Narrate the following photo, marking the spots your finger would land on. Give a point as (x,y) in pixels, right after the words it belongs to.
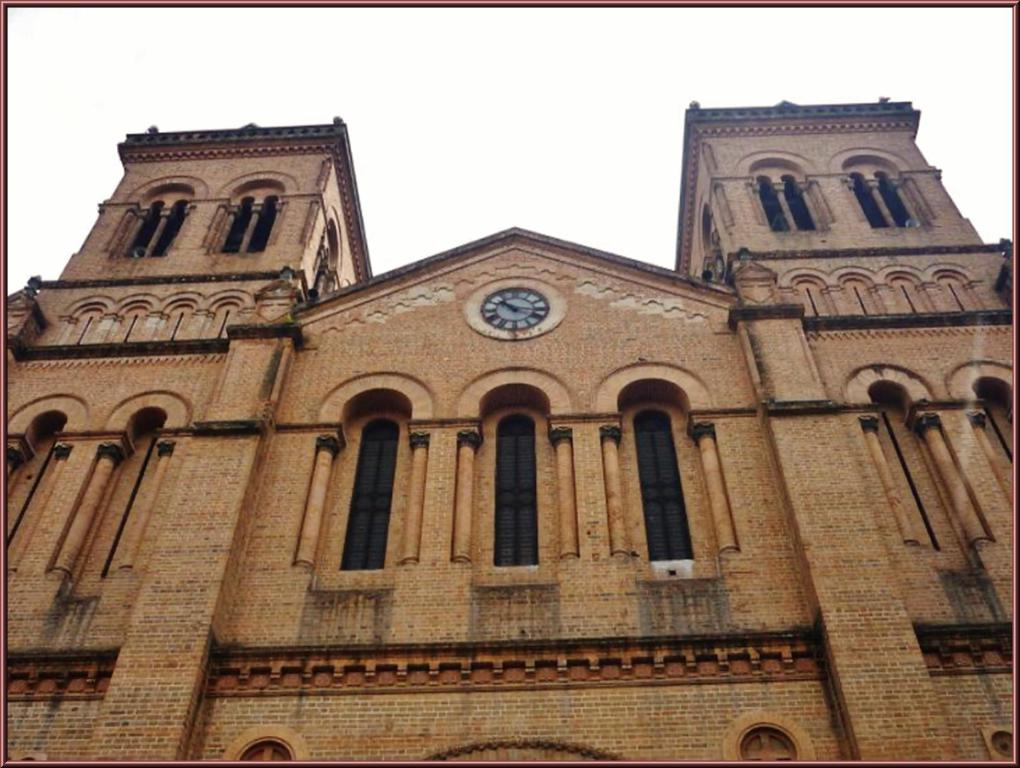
This image is taken outdoors. This image is an edited image. At the top of the image (460,62) there is the sky (546,139). In the middle of the image (475,467) there is a building (446,647) with walls (472,585), windows (501,487), a clock (495,309), a door (514,757) and a roof (168,142). There are a few carving (859,276) on the building (169,603).
